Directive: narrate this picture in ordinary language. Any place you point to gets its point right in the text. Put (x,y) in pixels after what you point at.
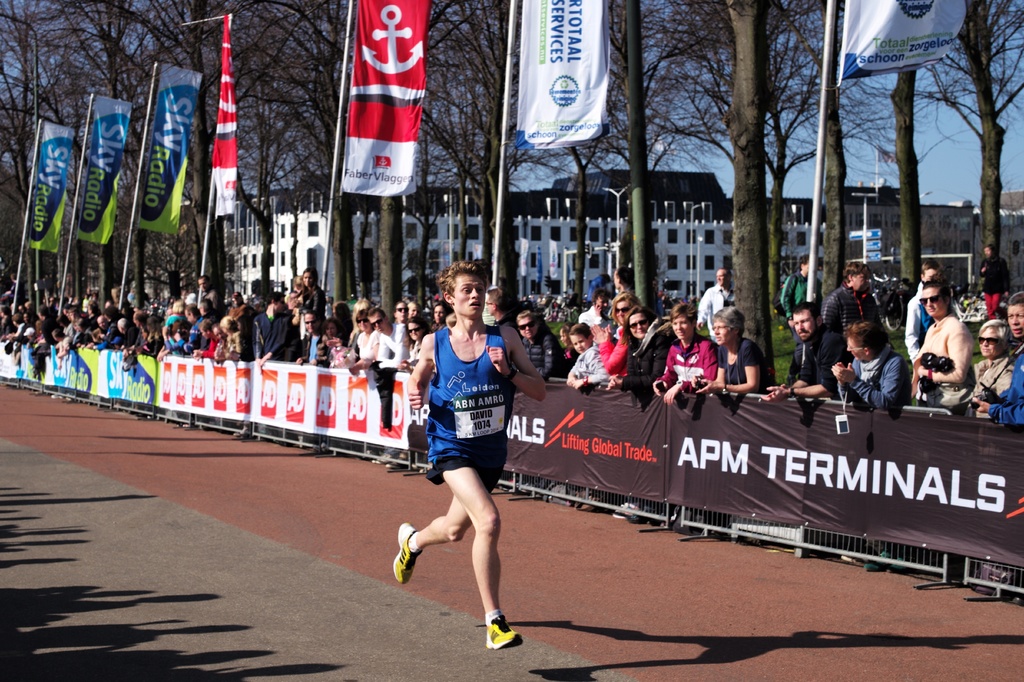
In the middle of the image (481,269) a person (402,546) is running. Behind him there is a banner (396,378). Behind the banner (726,404) few people (1001,391) are standing and watching. At the top of the image (116,23) there are some banners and trees (142,87) and buildings (375,236).
